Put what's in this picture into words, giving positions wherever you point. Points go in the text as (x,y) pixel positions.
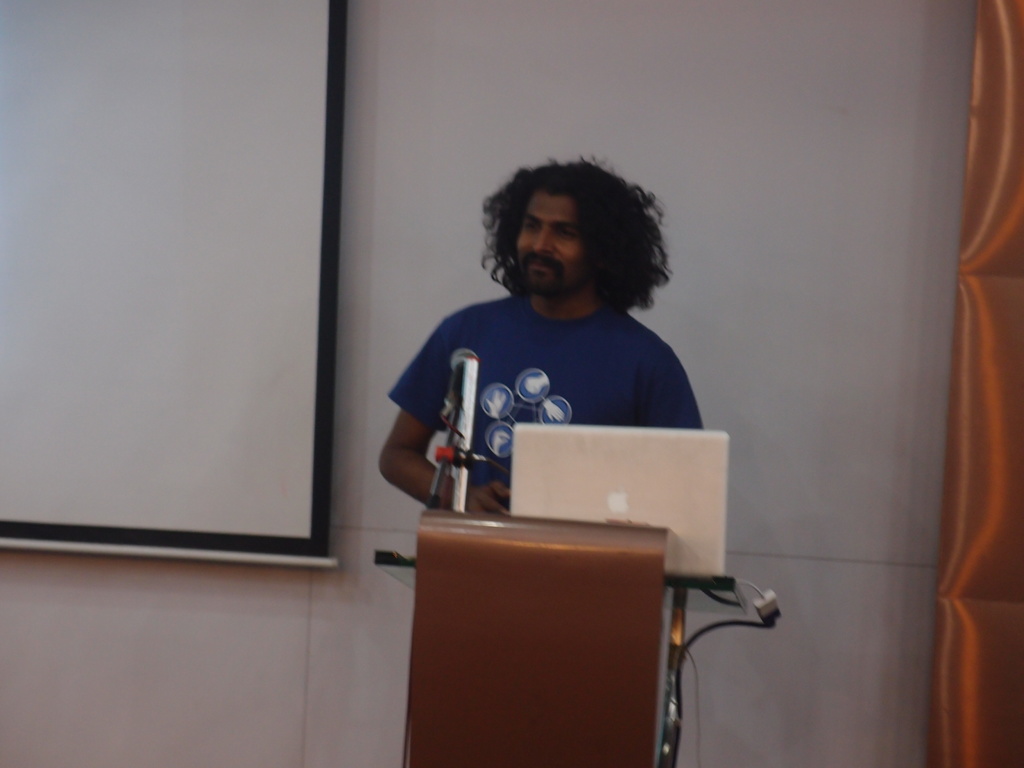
Here we can see a man (532,368) standing in front of a mike (474,359). There is a podium (628,632) and a laptop (583,448). In the background (908,496) we can see wall (311,710) and a screen (142,420).
